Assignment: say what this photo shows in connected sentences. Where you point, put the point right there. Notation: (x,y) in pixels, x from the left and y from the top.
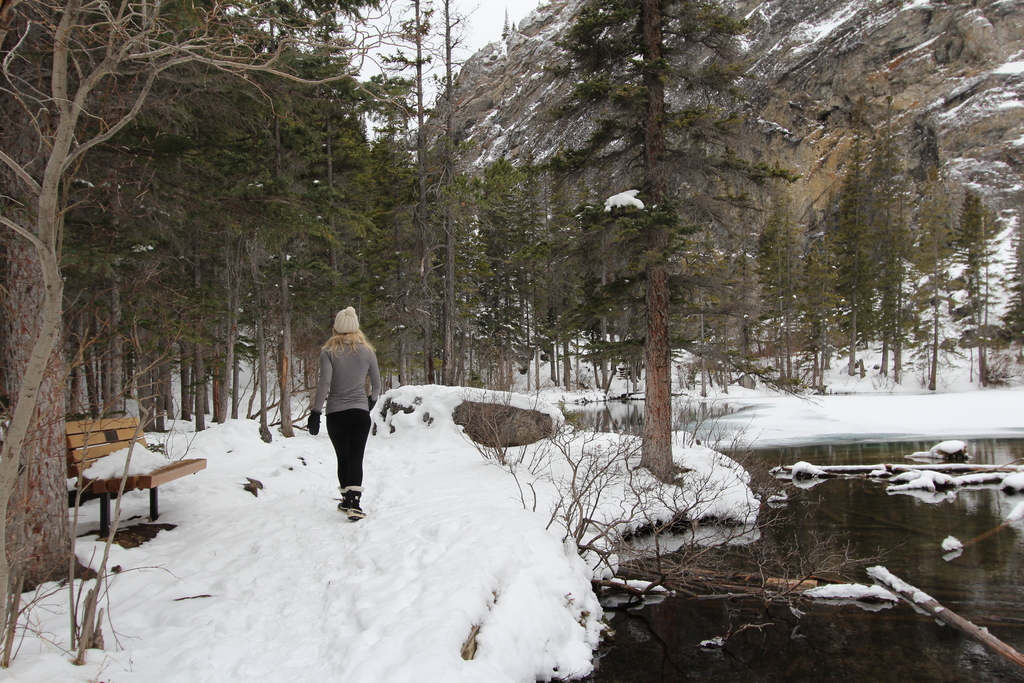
This is a picture of hill station (835,99) and there are some trees (362,217) in front of the hill station (829,86). And there a bench (153,471) in the ground (180,491) and there is a woman (359,372) walking on the ground (360,522). And there is a lake (641,554) beside the road (305,608). and a snow fall (343,601) on the road (305,632).
